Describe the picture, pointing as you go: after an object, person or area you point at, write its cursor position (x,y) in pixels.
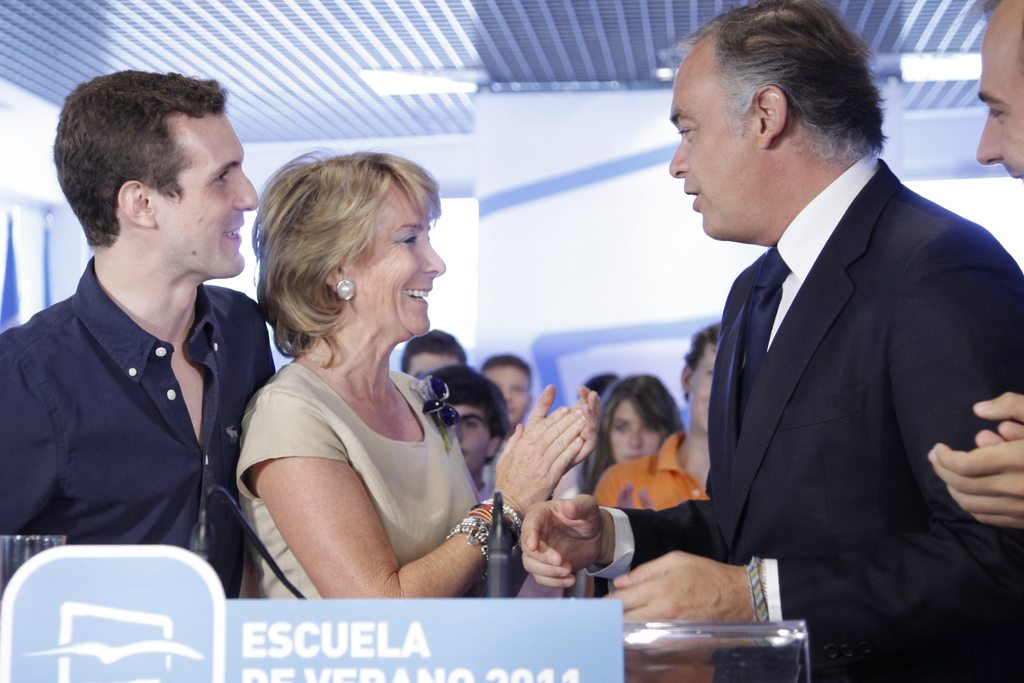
In this image I can see on the left side (181,374) a man (168,391) is smiling. He wore black color shirt (141,460). In the middle (409,422) a woman (400,468) is smiling, on the right side (795,461) a man (757,393) is talking. He wore coat (820,424), tie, shirt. In the middle (495,426) few people (615,432) are there at the bottom (597,661) there is the board (387,657).
